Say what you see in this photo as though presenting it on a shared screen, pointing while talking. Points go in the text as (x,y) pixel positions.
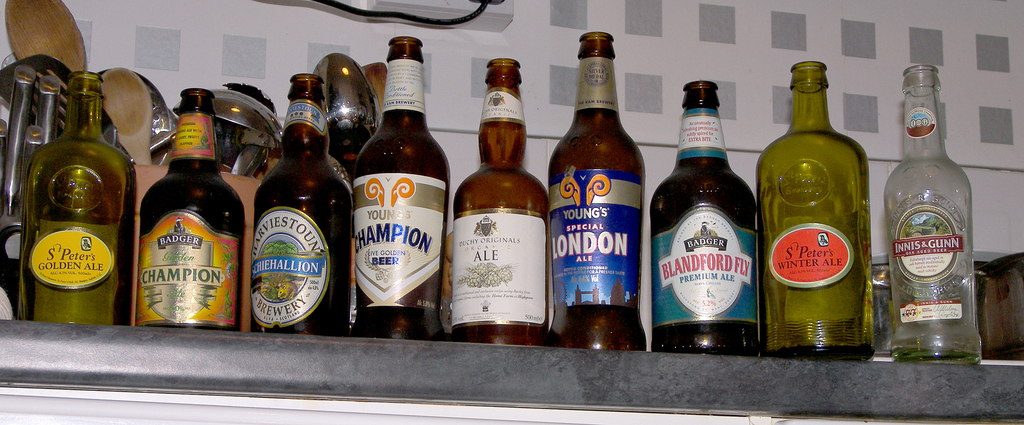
In this image i can see few beer bottles (592,224) on the counter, and i can see few spoons (122,105) and few other utensils (164,132) behind the bottles (90,139). In the background (219,44) i can see the wall (201,42), a wire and a switch board (488,14).
